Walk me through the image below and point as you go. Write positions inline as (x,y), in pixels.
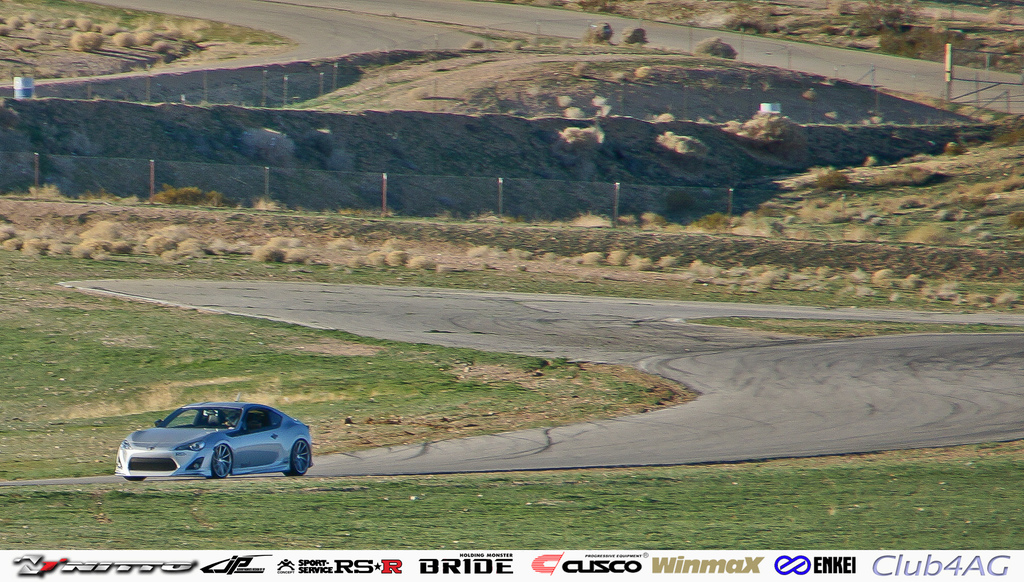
This picture is clicked outside. In the foreground (261,507) we can see the green grass (428,520) and a car (259,453) seems to be running on the road (692,438). In the background (697,208) we can see the net (619,217), metal rods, rocks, grass (827,205), plants (916,43) and some objects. At the bottom (106,553) we can see the watermark (531,555) on the image.
